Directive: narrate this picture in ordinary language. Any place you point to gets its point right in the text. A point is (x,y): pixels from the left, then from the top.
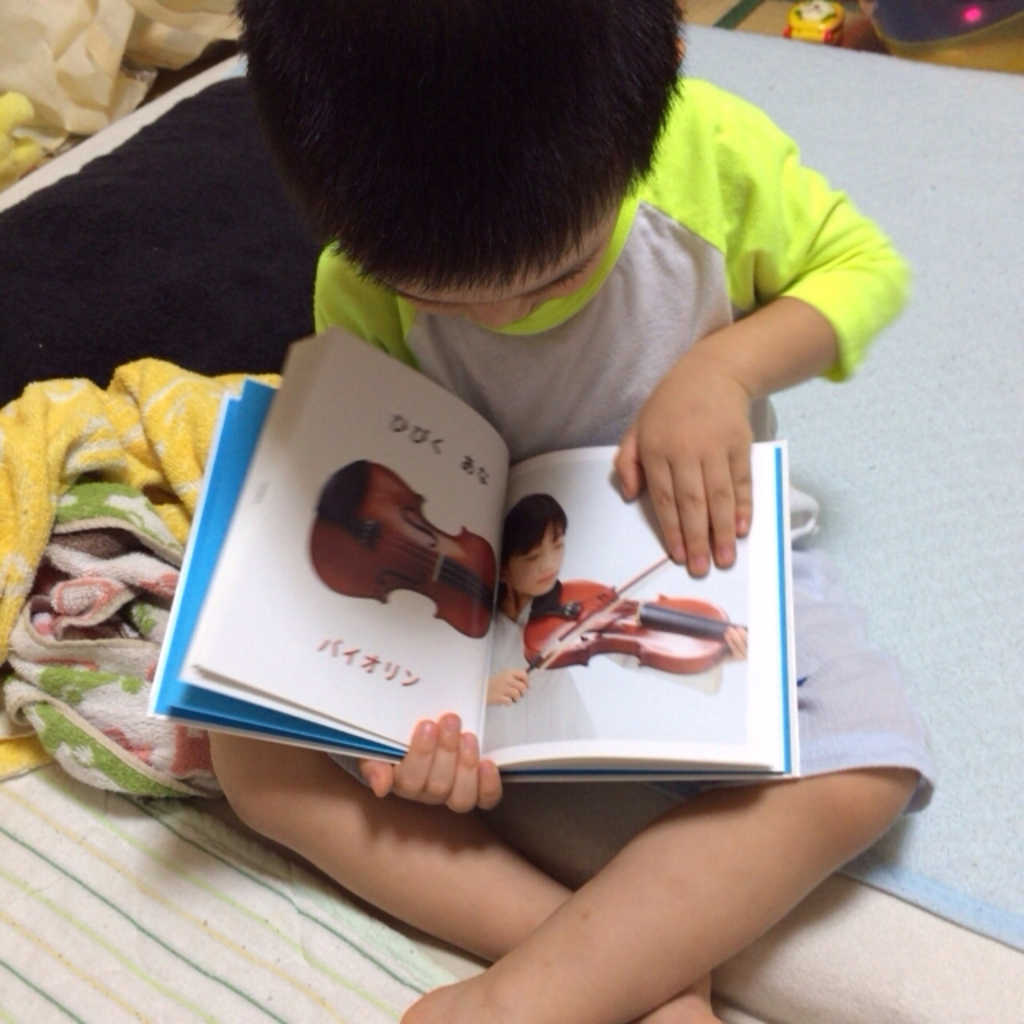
In this Image we can see a boy (791,886) sitting on a bed (277,936) holding a book (472,607), in a book (559,670) there is a picture (594,635) of a girl (543,560) holding a musical instrument (612,630) and playing it, boy (668,513) is wearing a t-shirt (701,259) with grey and yellow colour. On the left side (127,395) we can see a blanket (89,554).
